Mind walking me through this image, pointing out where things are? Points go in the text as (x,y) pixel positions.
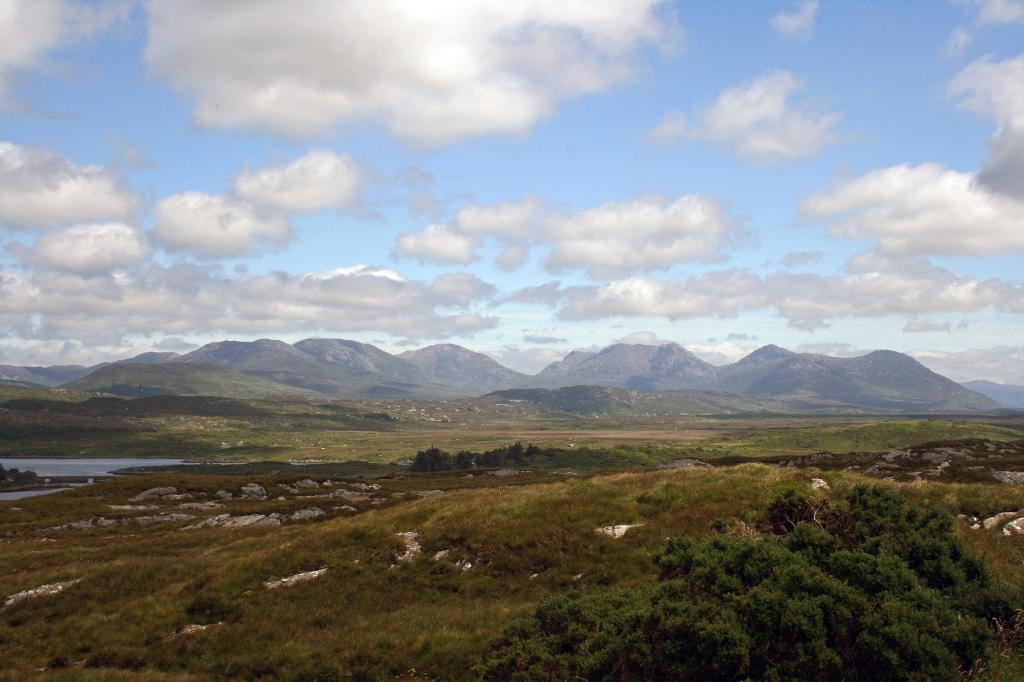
In this image I can see the trees (792,606) in green color and I can also see the water (112,469). Background (840,365) I can see the mountains (407,366) and the sky (370,253) is in blue and white color.
